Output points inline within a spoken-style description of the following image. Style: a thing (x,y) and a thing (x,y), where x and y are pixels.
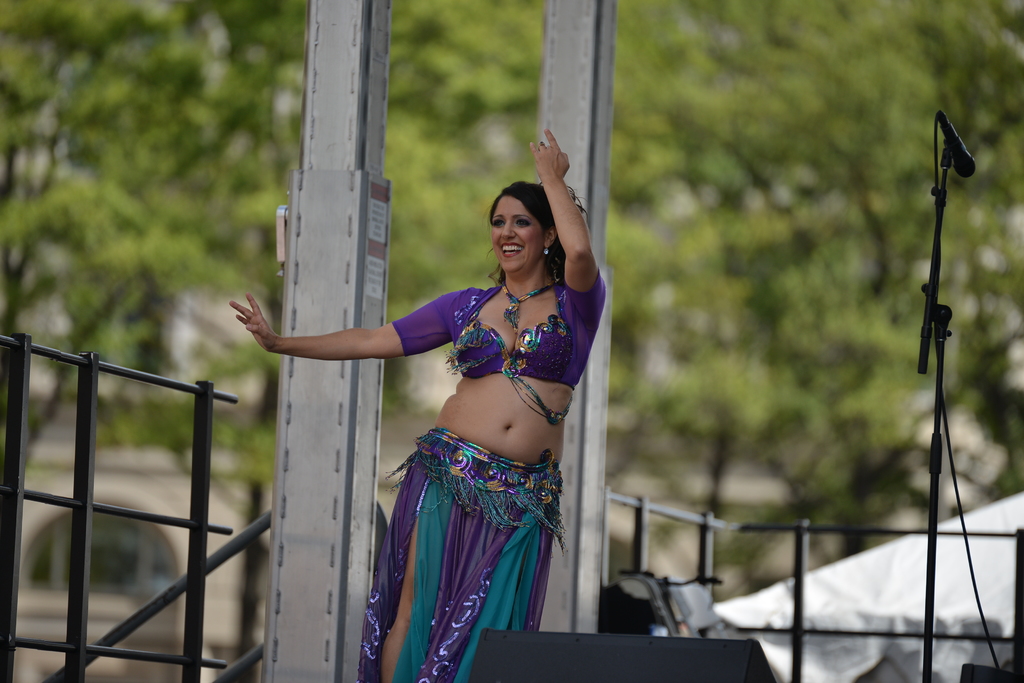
In the center of the image (535,434), we can see a lady (507,312) performing dance and smiling. In the background (199,482), we can see railing (200,495) and there is a mic (956,171) with stand (937,471) and we can see some poles (577,99) and trees (817,80).
